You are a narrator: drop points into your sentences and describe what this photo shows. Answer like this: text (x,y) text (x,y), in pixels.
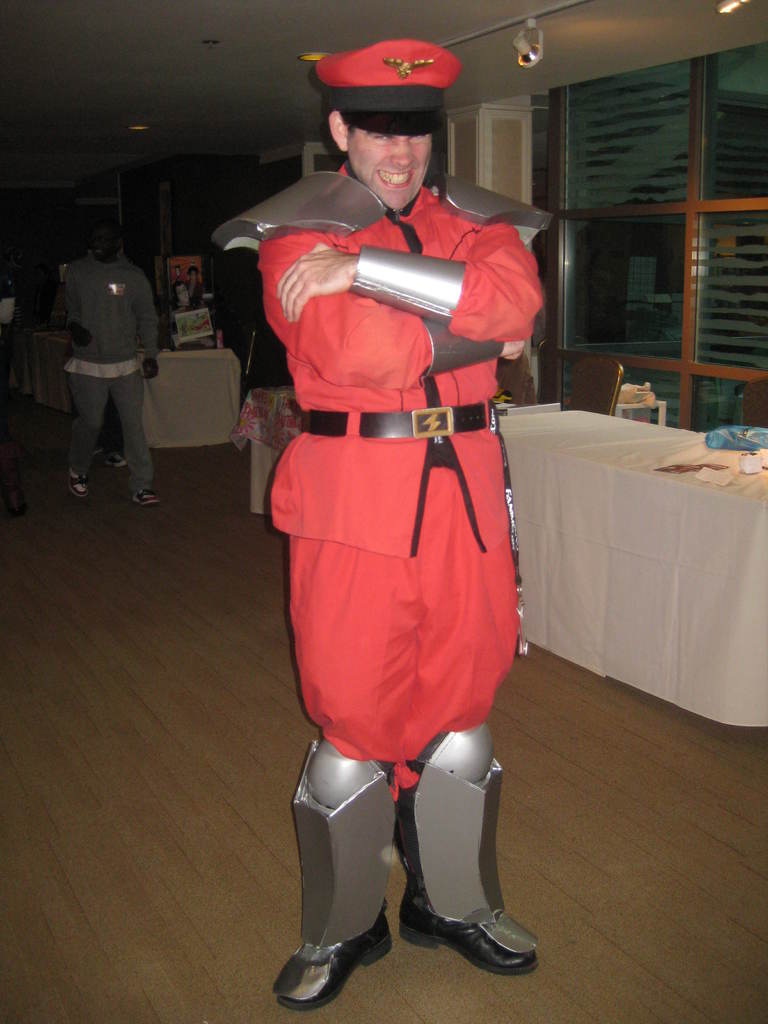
In this picture I can see a man (286,507) wearing a fancy dress (333,571) and he wore a cap (372,75) on his head (358,76) and I can see few tables (199,373) and I can see a man (89,422) walking in the back (143,455) and I can see a chair (579,381) and couple of lights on the ceiling (697,27).
